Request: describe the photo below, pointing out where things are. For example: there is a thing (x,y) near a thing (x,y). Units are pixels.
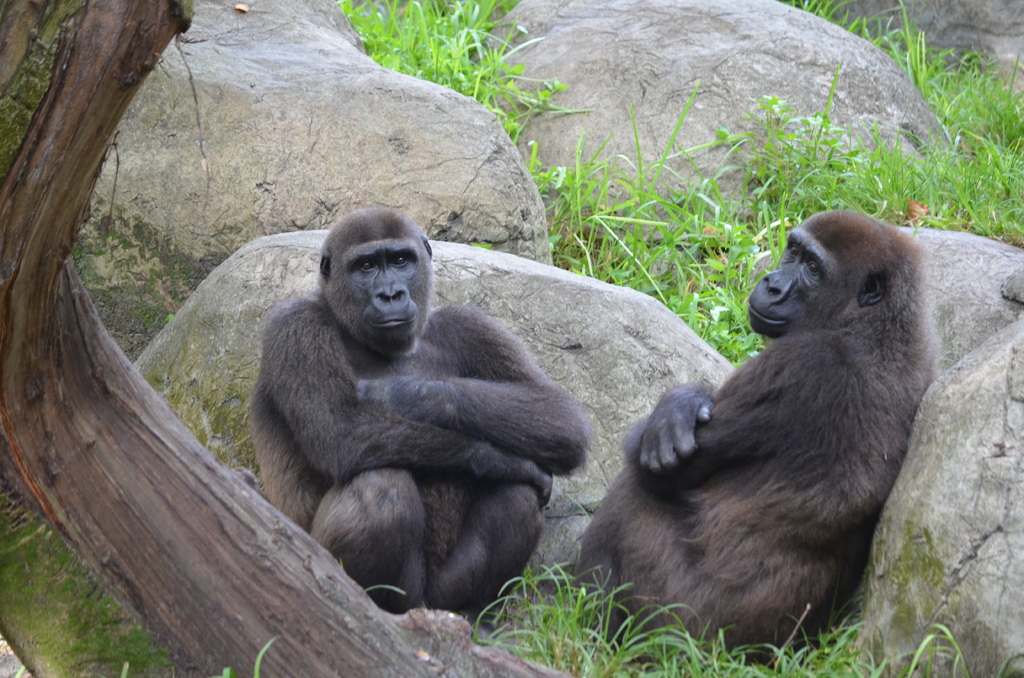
In this image in the center (453,431) there are animals (519,458) sitting on ground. There is grass (751,215) on the ground (988,162) and there are stones (400,177).
